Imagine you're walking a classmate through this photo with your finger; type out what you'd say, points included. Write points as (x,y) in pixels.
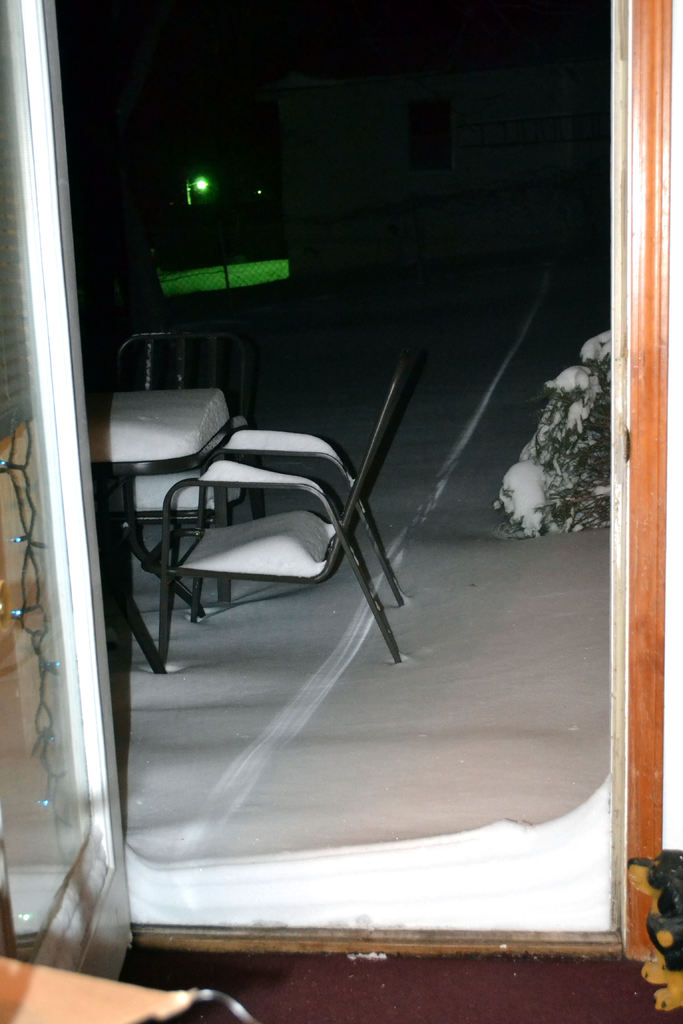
In the middle (359,426) it looks like an entrance (629,818), in this there is a chair (320,497) and a table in this image.
